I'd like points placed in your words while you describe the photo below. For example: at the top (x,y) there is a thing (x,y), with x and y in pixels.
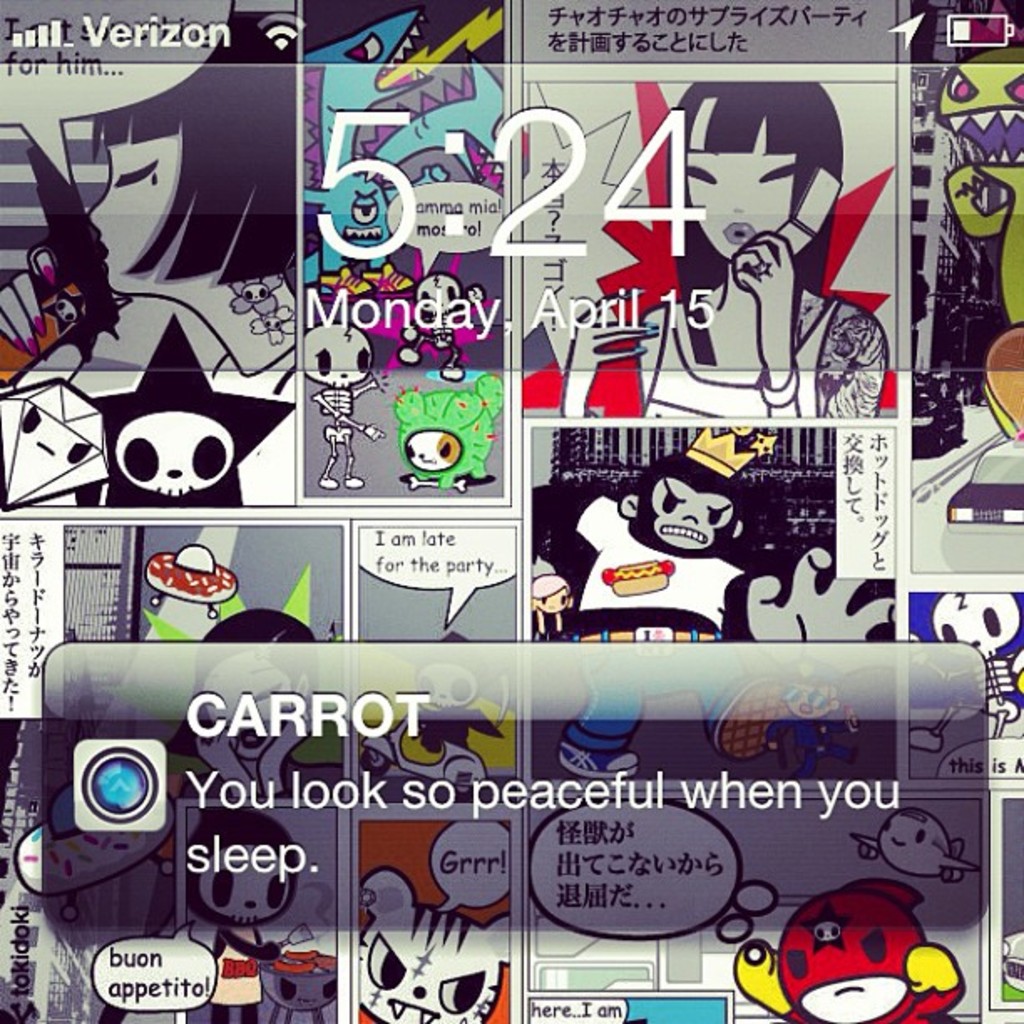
This is a screen (401,727) having white color texts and cartoon images (251,124).
